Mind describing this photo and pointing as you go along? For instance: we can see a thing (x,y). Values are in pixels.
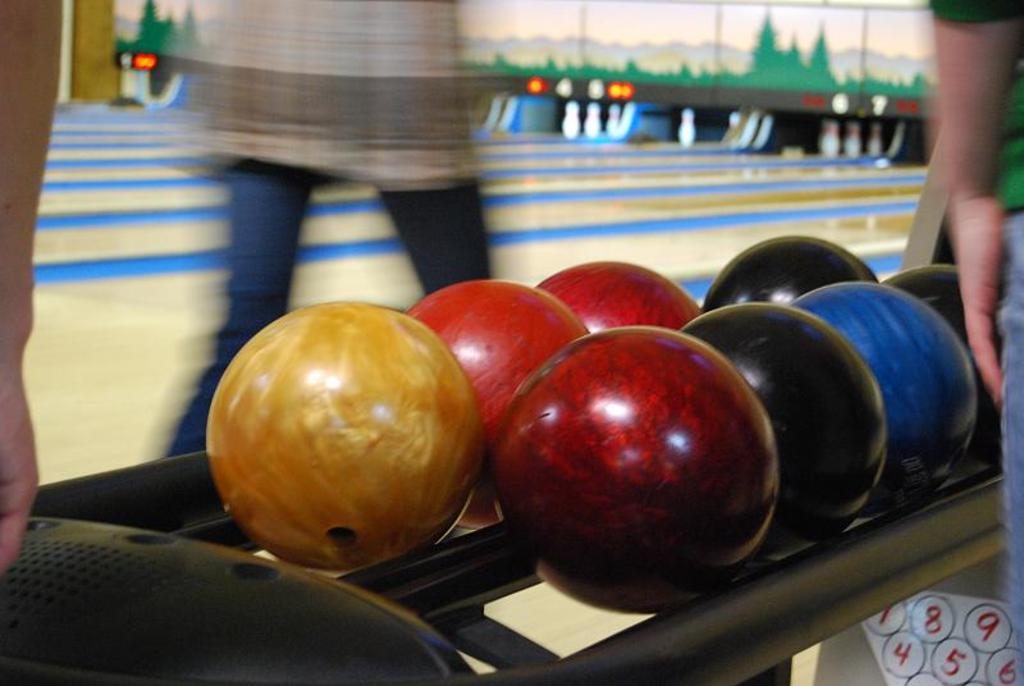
In this image I can see few colourful bowling balls (610,439) in the front (512,461). I can also see few persons (463,173) on the both side of these balls (448,314). In the background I can see number of bowling pins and I can see this image is little bit blurry in the background (750,216). On the bottom right corner of this image (910,625) I can see few numbers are written.
